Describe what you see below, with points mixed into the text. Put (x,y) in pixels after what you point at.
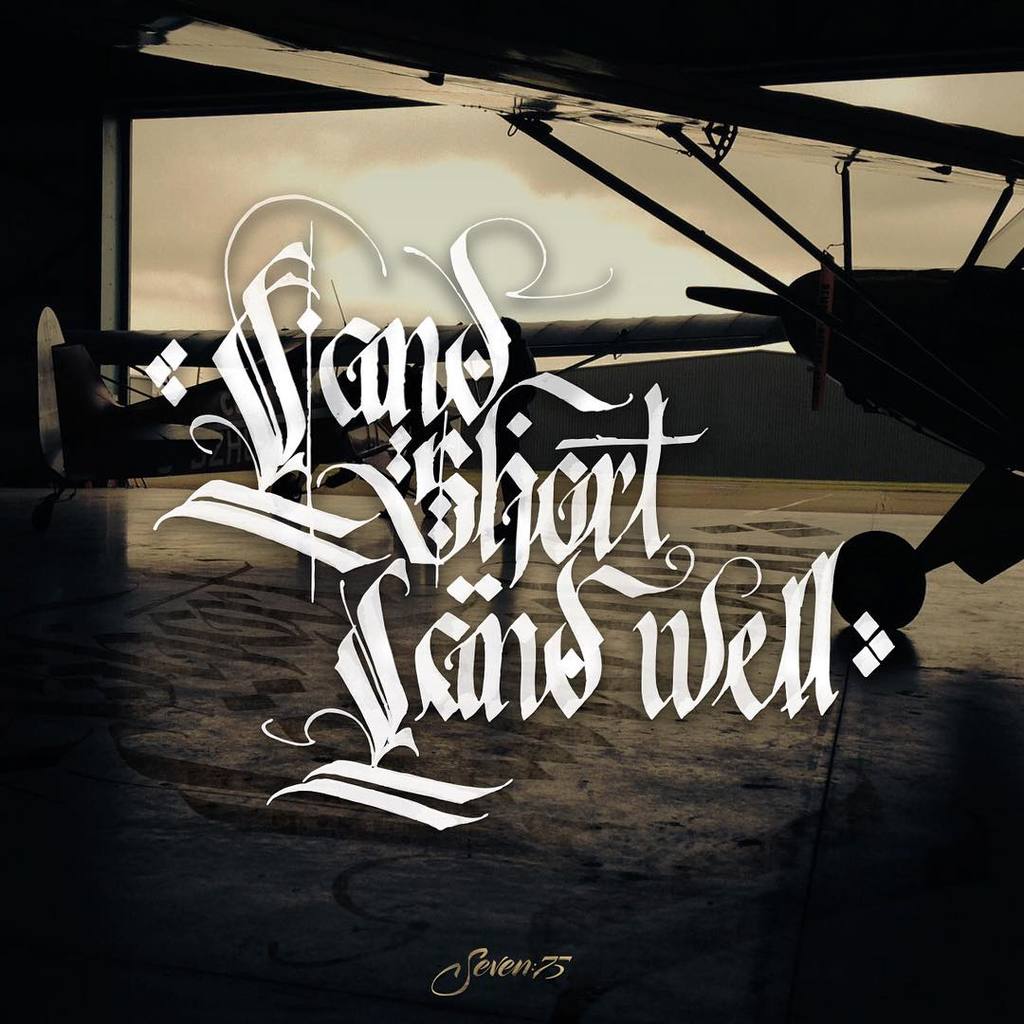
In this picture we can see a plane (806,348) and white color text (522,645).
